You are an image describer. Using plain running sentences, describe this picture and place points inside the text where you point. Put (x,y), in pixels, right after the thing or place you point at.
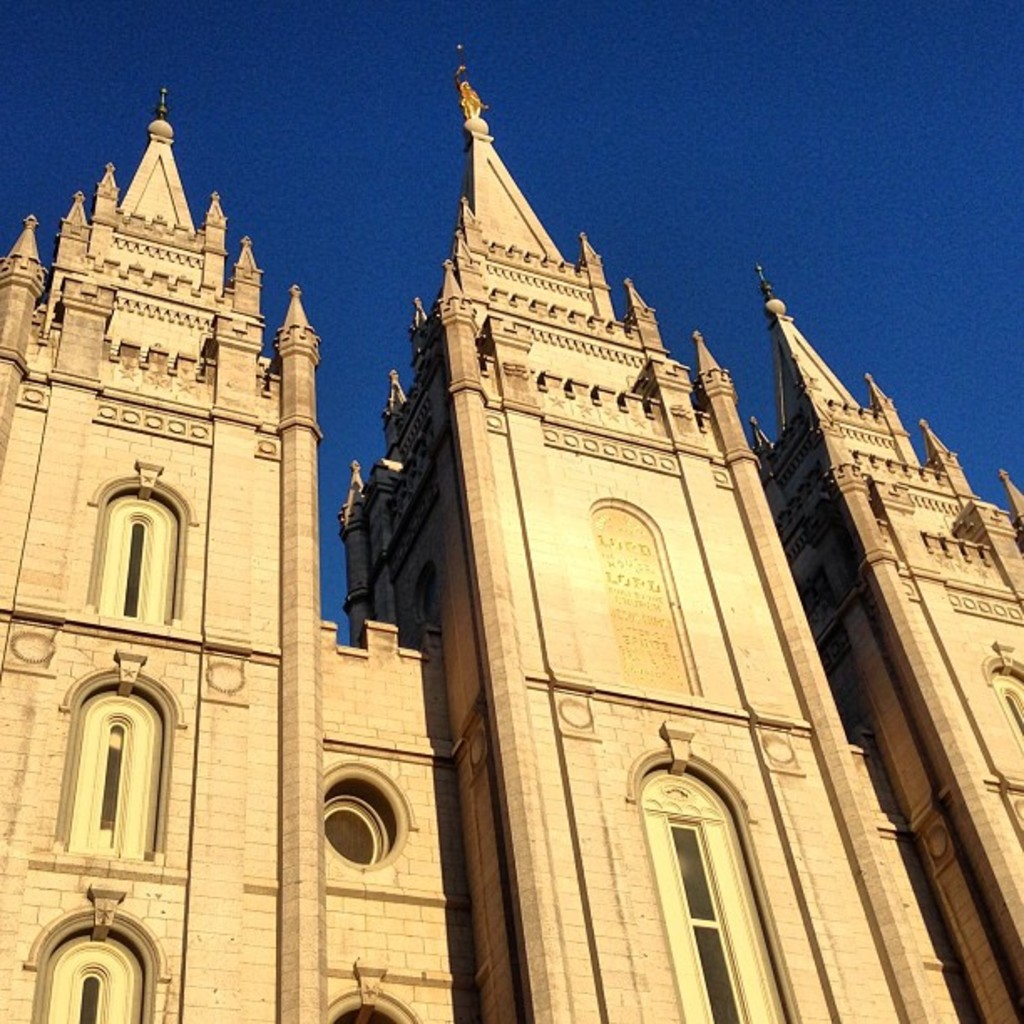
In this image I can see the buildings (429,674) which are in brown color. And there is a blue sky (543,156) in the back (675,282).
